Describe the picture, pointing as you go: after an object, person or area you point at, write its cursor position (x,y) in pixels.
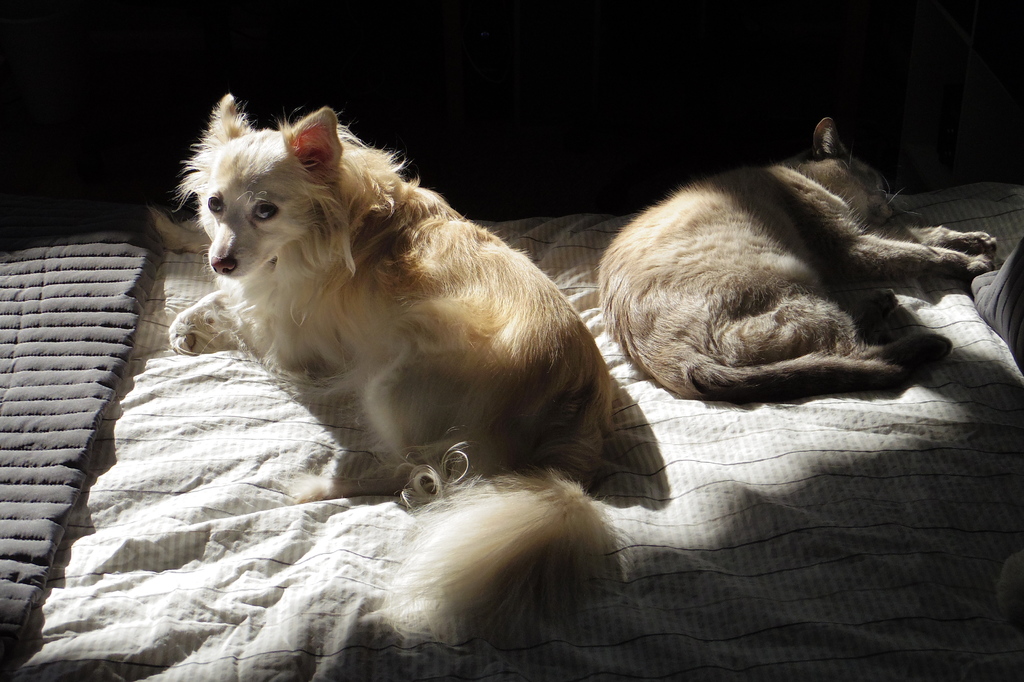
In this image there is a dog (378,286) sitting on the bed (228,497). Behind the dog (335,342) there is a cat (730,235) which is sleeping on the bed (226,452). At the bottom (240,559) there is blanket (332,607).
